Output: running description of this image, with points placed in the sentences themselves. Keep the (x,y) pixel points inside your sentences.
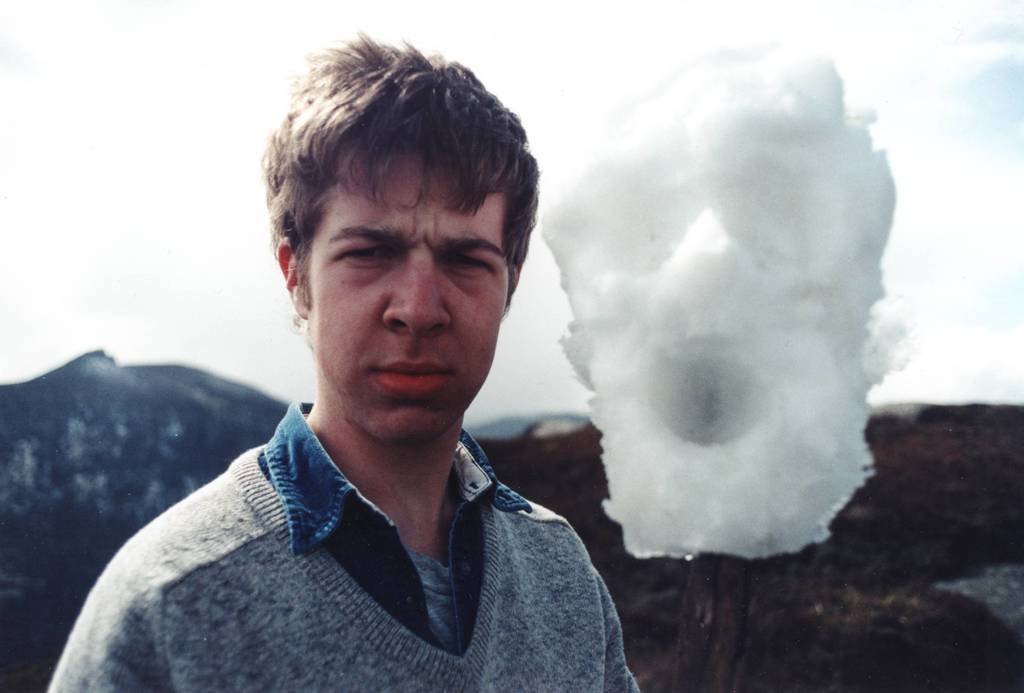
In the front of the image (443,338) we can see a person (373,501). In the background of the image (710,317) it is blur, there is a hill (193,377), the sky (608,80) and objects (805,346).
